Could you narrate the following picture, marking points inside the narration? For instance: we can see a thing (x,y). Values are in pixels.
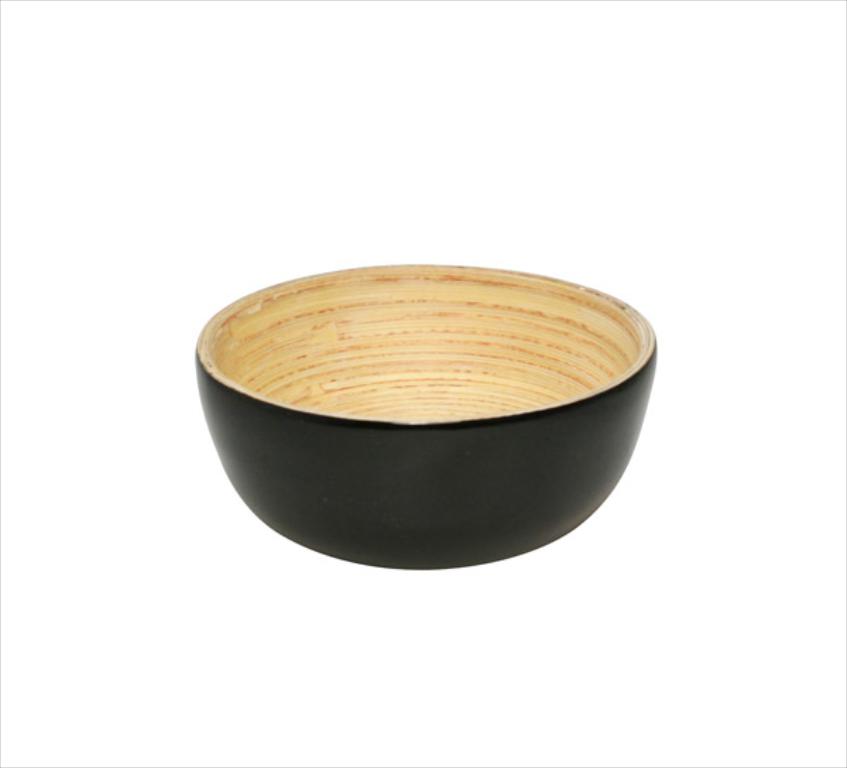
In this picture I can see the wooden bowl (489,403).
